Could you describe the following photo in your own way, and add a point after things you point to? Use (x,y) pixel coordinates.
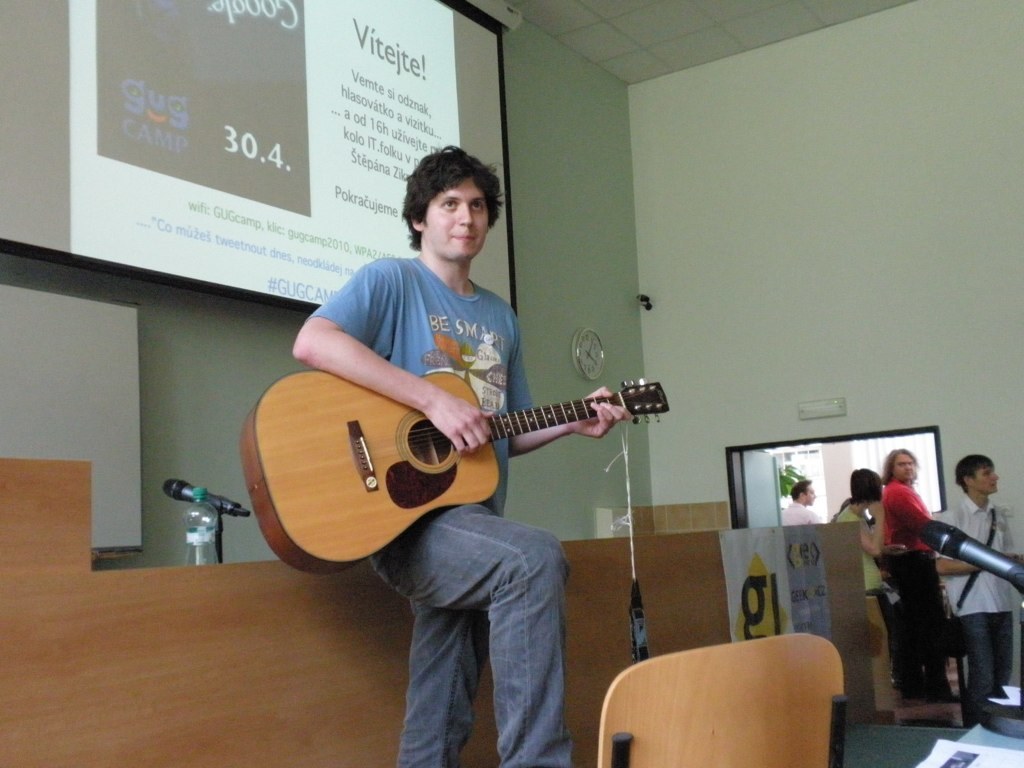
In the foreground of the image (386,387), there is one person (439,221) standing and playing guitar (491,456). In the right bottom of the image (996,608), there are four persons (991,587) standing. In the top of the image (343,16) left, there is a screen (197,189). In the background (773,70), there is a wall (696,173), which is ash in color and green in color. And roof top (752,14) is grey in color.
